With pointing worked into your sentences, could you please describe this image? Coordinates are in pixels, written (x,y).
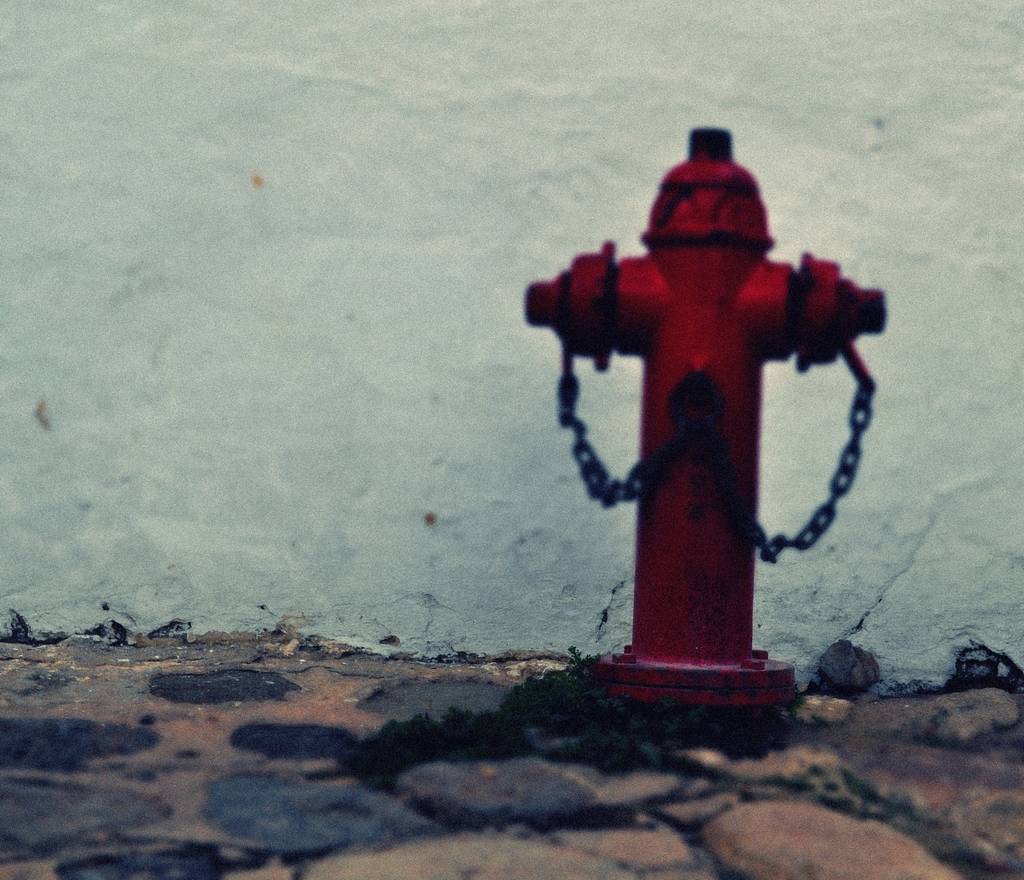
This image is taken outdoors. At the bottom of the image (204,758) there is a floor (613,765). In the background (408,299) there is a wall (842,571). In the middle of the image (675,303) there is a hydrant (704,386) on the floor (796,773).
